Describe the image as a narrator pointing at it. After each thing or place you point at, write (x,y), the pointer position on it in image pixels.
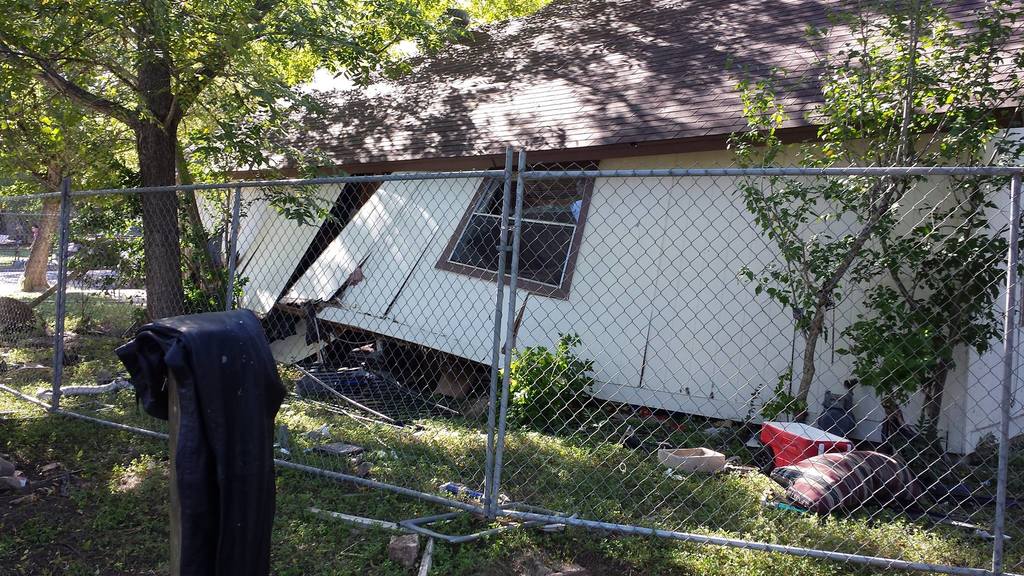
In this image, we can see the fence (1011,382), there's a house (719,96), we can see some plants (523,374) and trees (67,97), there's grass (78,435) on the ground (365,530), we can see the red color box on the grass (71,575).
